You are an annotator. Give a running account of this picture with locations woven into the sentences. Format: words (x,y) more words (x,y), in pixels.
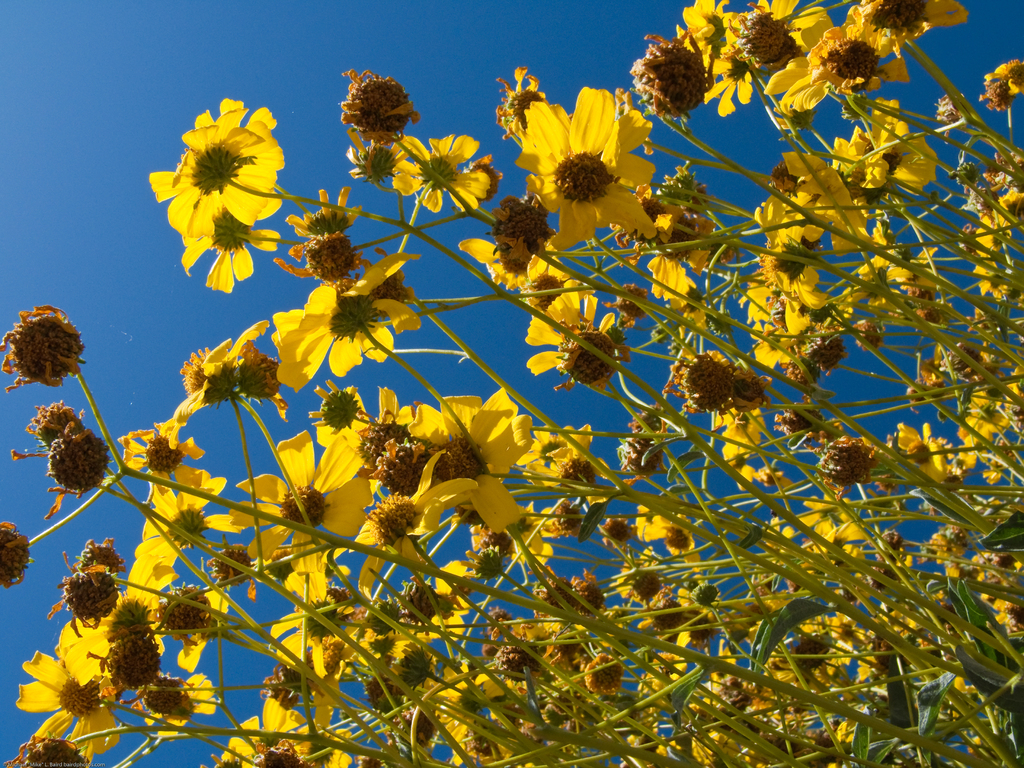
In this picture, I can see yellow color flowers (250,196) with stem (841,219) and sky (31,125) which is in blue.
